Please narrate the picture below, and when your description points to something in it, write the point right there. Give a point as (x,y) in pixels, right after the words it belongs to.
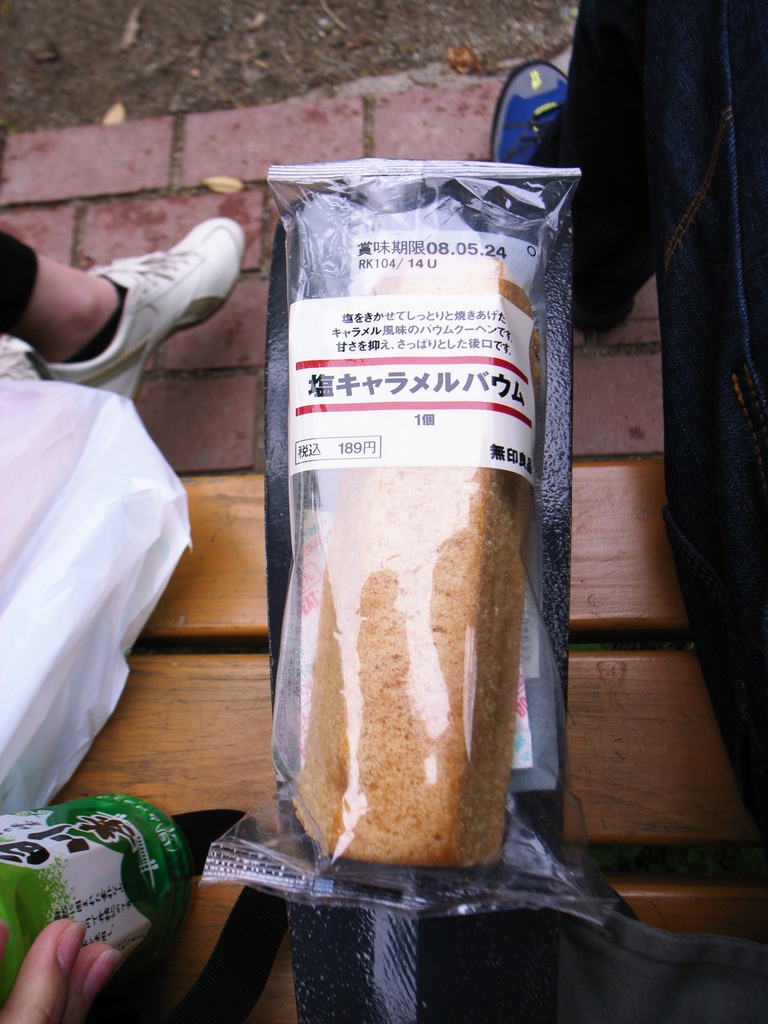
In this image there is bench (670,833), on that bench (678,760) there are two men (707,660) sitting, in the middle (453,464) there is a bread (512,577).
